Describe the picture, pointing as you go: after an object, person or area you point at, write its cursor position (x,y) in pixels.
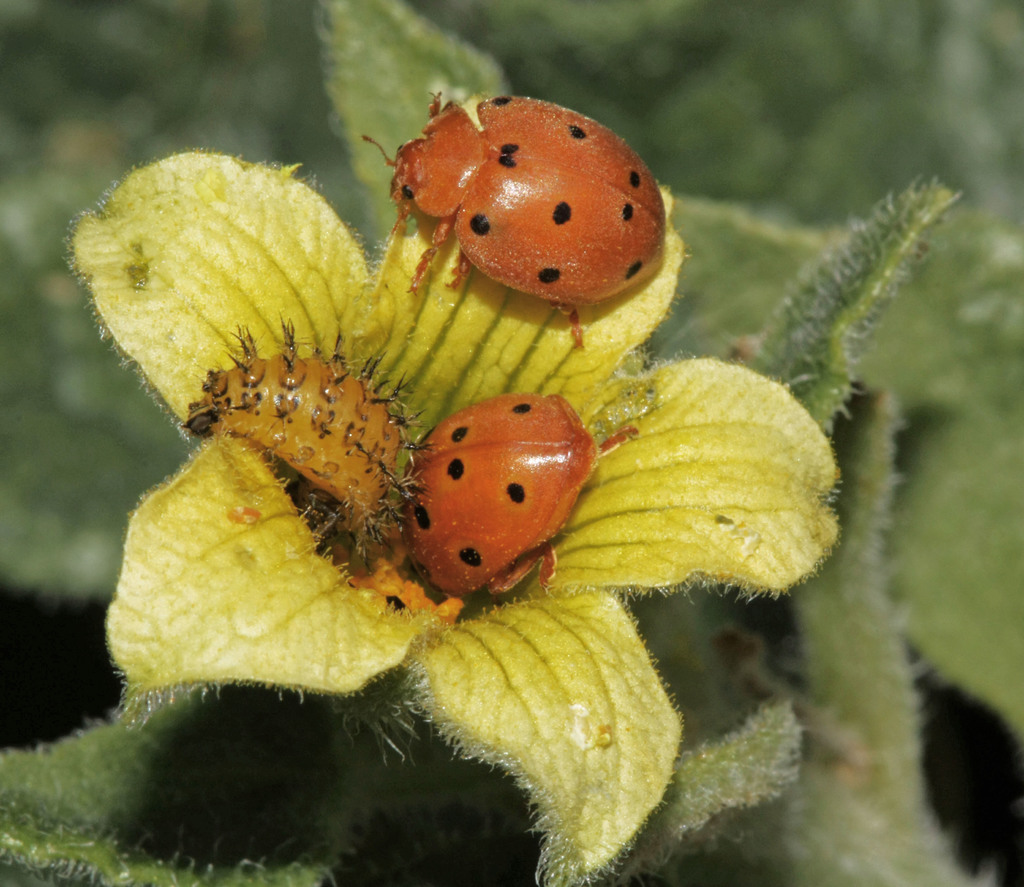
In the center of the image (446,422) there are insects (436,460) on the flower (310,553). At the bottom of the image (14,873) there are leaves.
